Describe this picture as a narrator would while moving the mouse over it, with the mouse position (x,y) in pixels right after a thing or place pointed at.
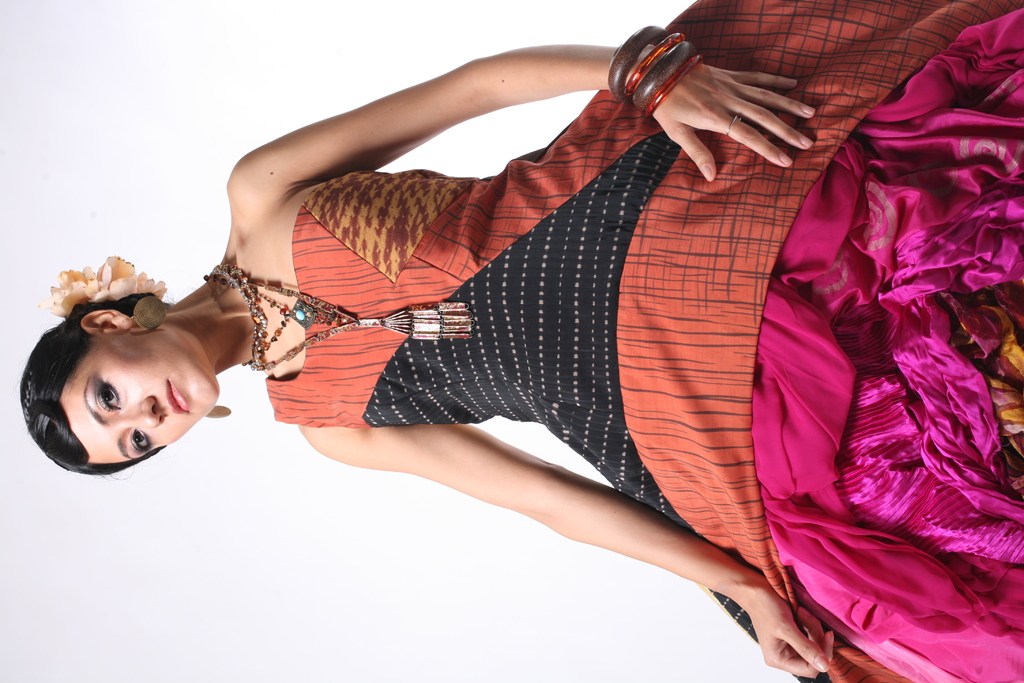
In this image we can see a lady (485,371) standing. In the background (207,99) there is a wall (302,476).
